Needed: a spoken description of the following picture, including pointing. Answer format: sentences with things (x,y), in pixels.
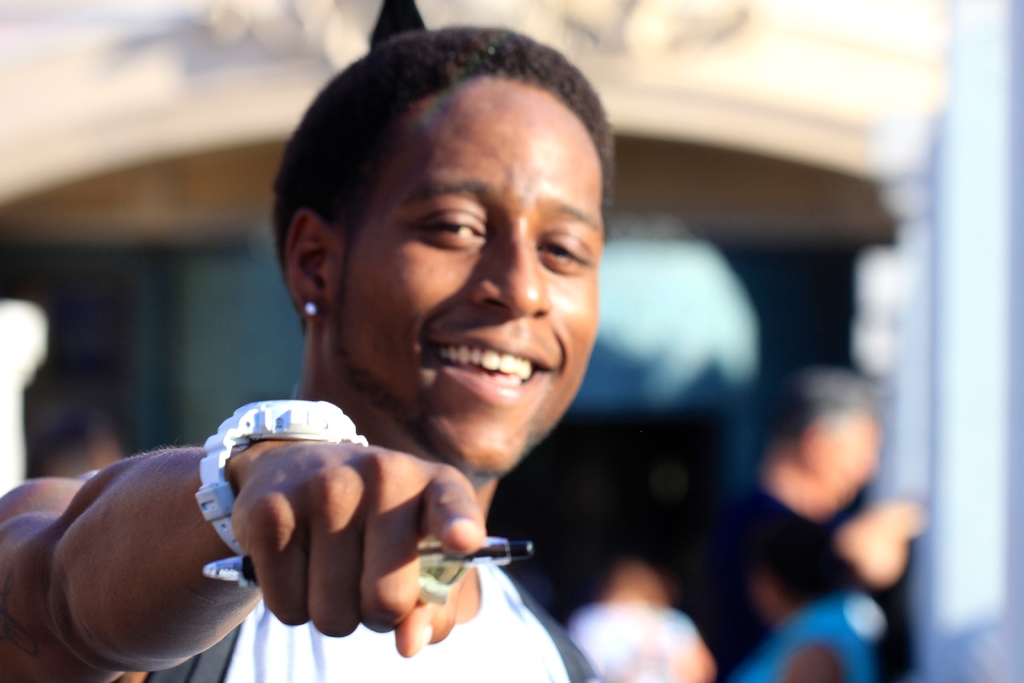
In the picture I can see a man (383,420). The man (409,443) is wearing a watch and holding an object (429,552) in the hand (384,573). The background of the image (799,465) is blurred.
